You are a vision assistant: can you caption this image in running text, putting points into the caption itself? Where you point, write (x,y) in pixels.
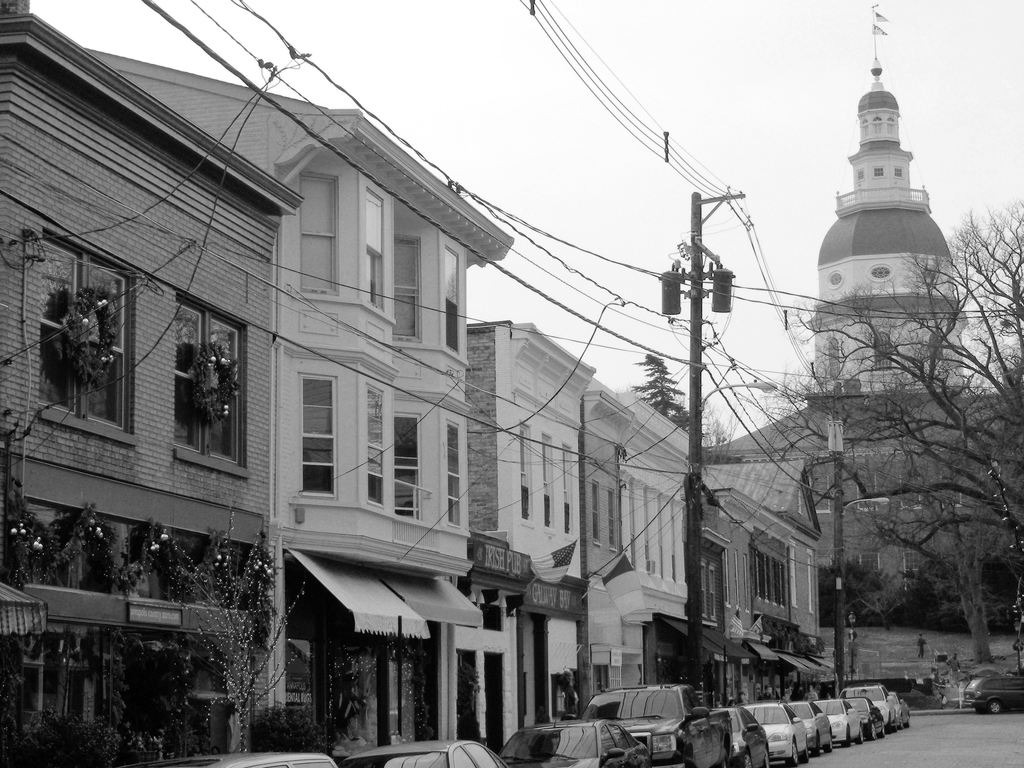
This is a black and white picture. I can see vehicles (838,706) on the road (968,741), there are buildings (547,344), there are garlands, flags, lights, poles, cables (527,286), there are trees (990,624), and in the background (664,126) there is sky (624,19).
